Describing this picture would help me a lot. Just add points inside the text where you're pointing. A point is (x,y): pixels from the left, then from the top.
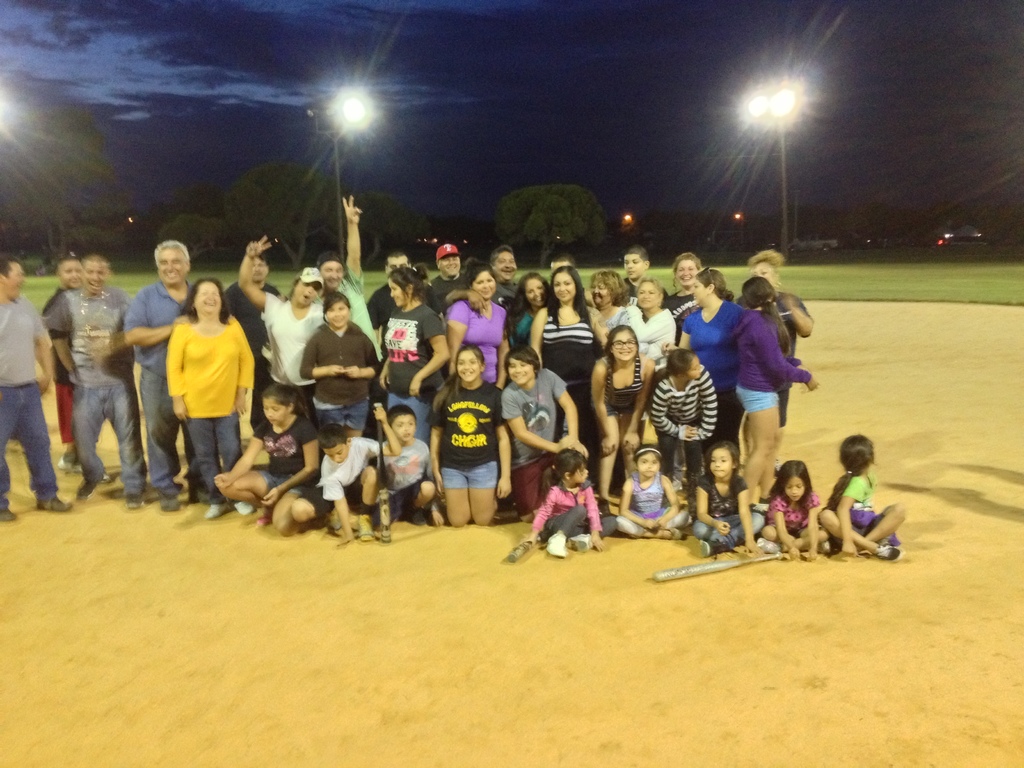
This image is taken outdoors. At the top of the image (160,104) there is the sky (392,49) with clouds (106,96). At the bottom of the image (246,627) there is a ground (276,611). In the background (684,240) there are a few trees (102,177). There are a few poles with street lights (350,119). A few vehicles (966,241) are moving on the road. There is a ground (904,296) with grass (889,296) on it. In the middle of the image (401,362) many people (516,359) are standing on the ground (678,564) and a few (332,459) are sitting on the ground (916,545). There is a baseball bat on the ground (686,548).
